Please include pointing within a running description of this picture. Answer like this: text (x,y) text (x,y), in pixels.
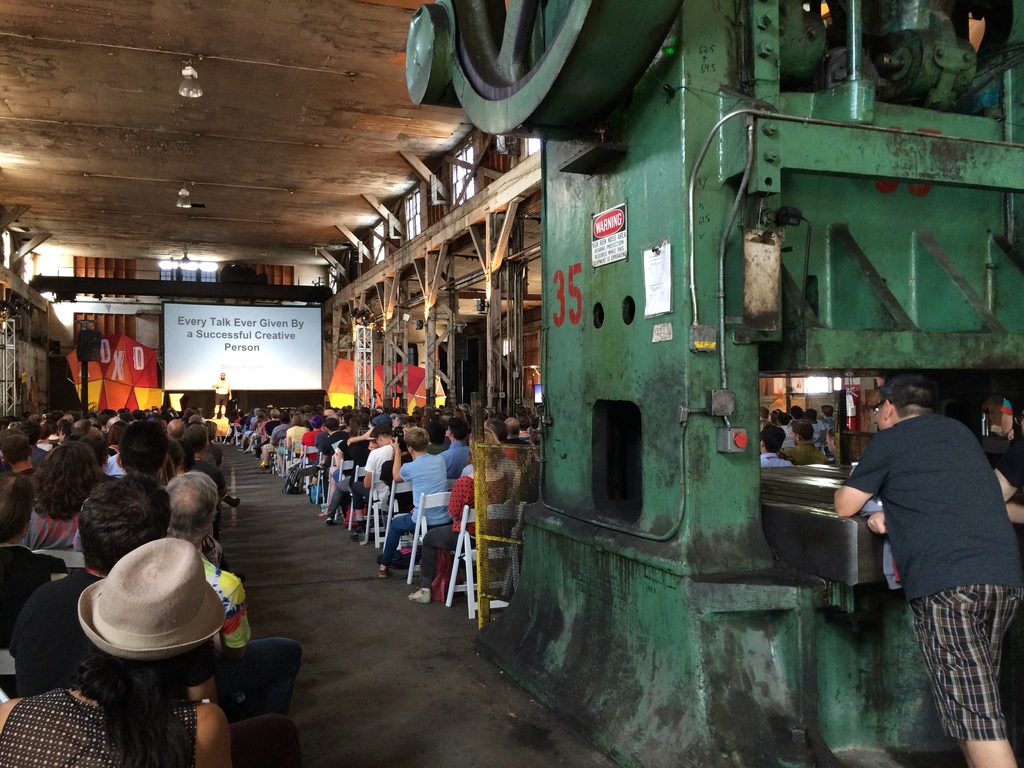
Here we can see a screen (230,350), banner (344,394), machine (557,368), posters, and group of people (217,593) sitting on the chairs (391,510). There is a person (929,586) standing on the floor (355,572). Here we can see lights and poles (491,306).
